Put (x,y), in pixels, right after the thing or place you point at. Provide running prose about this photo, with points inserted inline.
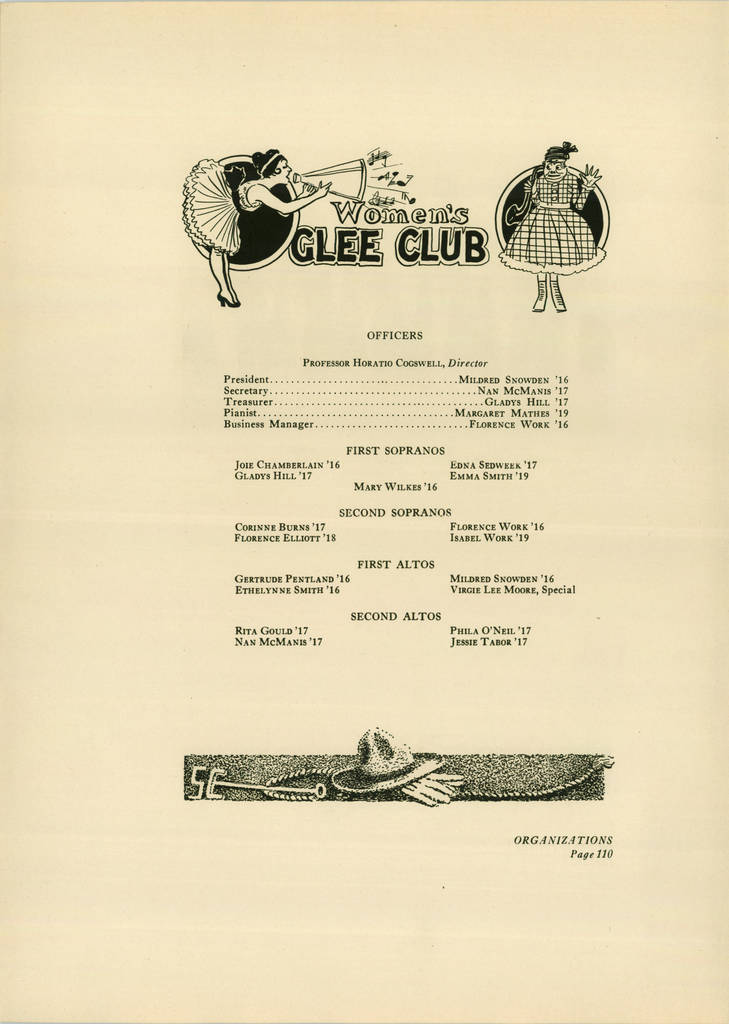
This image consists of a paper (472,416). On this paper (514,561), I can see some text (482,632) and few cartoon images (553,187).
